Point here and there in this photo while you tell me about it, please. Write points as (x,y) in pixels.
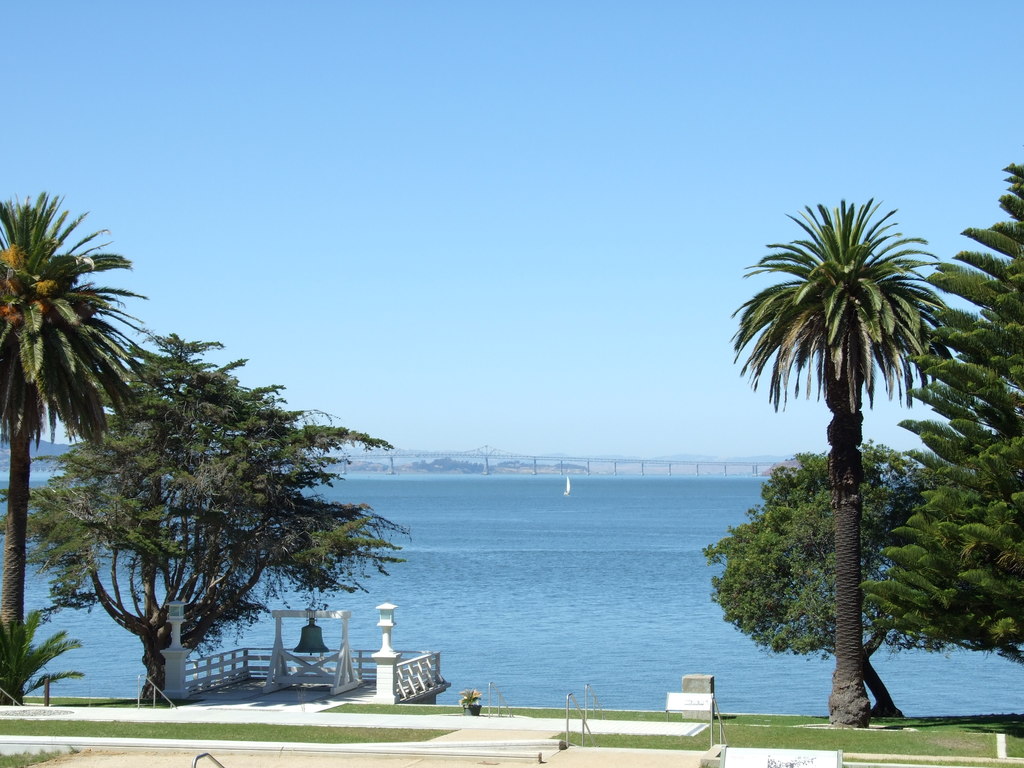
In this image, we can see some trees (849,342) and grass (339,739). There is a river (586,577) and bridge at the middle of the image (543,488). There is a bell (310,650) in the bottom left of the image (313,638). At the top of the image (429,158), we can see the sky (522,123).
